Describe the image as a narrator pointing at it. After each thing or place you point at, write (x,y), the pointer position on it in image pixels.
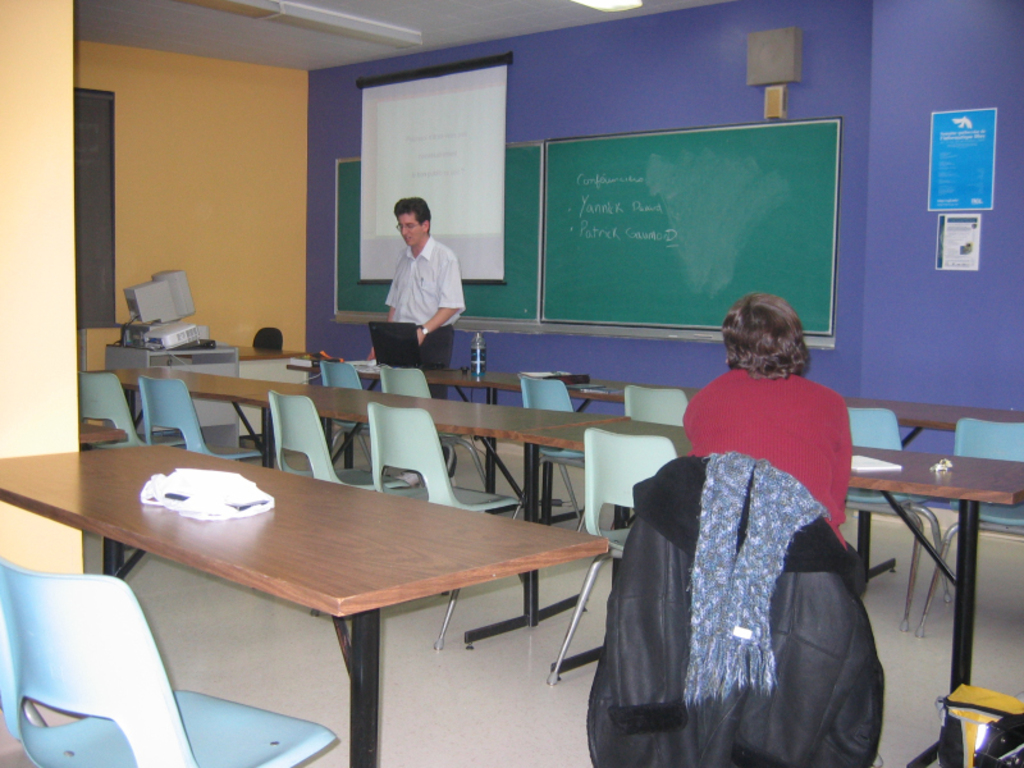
In this picture there are two people (752,317) among them one is sitting on the chair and other is standing near the board (359,279).
